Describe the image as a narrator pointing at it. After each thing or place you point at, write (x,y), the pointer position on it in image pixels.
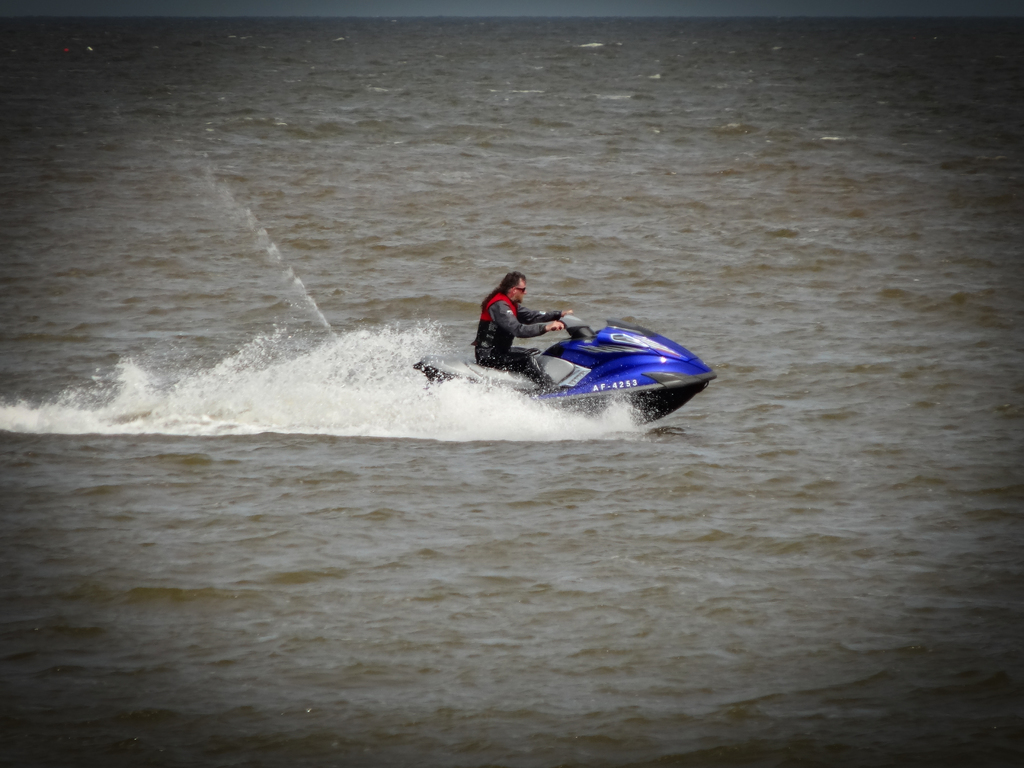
In the image there is a man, he is riding a jet ski (600,397) on the water surface (618,309).
